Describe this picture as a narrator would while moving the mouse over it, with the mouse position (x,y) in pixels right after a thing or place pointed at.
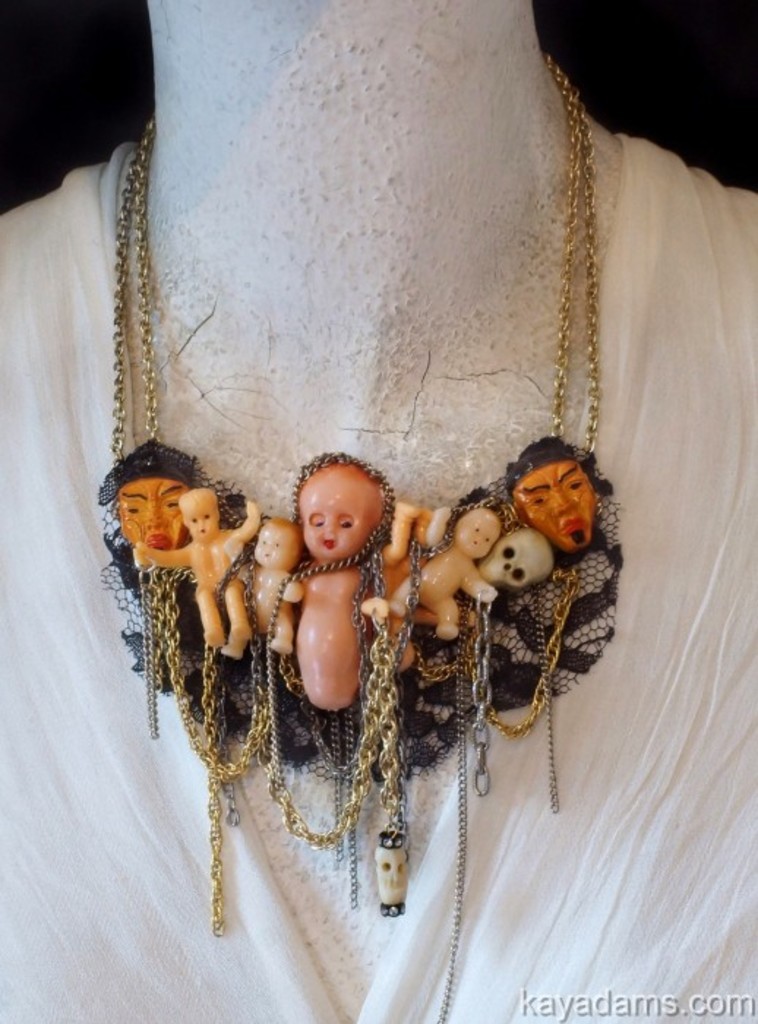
In this picture I can see there is a necklace (330,604) and there are small puppets (269,612) of babies (270,595) and it has small chains (364,690). There is something written at the right side (575,1008) bottom of the image (535,1013) and the backdrop (626,80) is dark.
